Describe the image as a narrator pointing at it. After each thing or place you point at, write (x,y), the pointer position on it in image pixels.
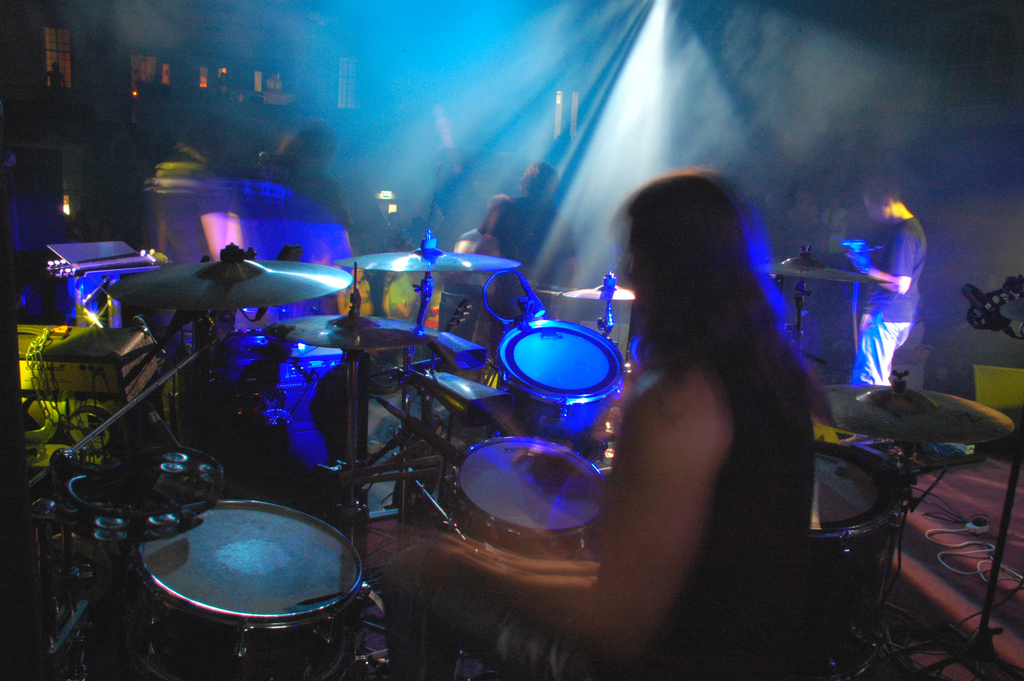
In this picture we can see few people (720,641) and musical instruments (445,333). There is a dark background (1018,150) and we can see windows (49,33).
